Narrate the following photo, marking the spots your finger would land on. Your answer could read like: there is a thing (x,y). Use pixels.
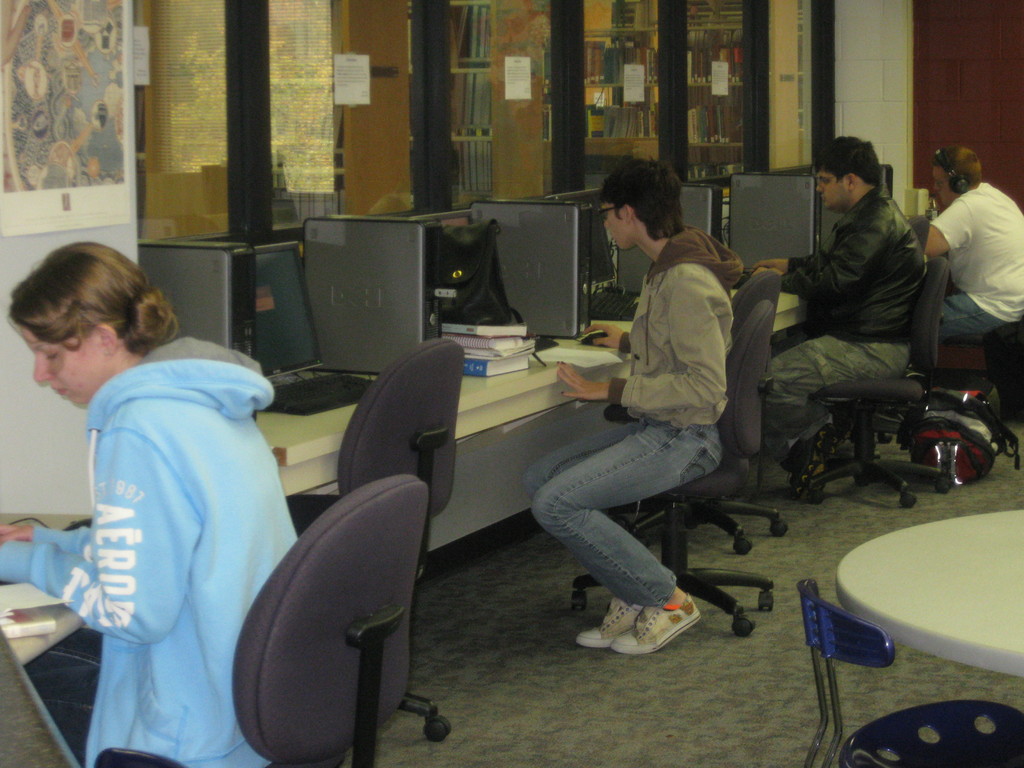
In this picture we can see persons (115,542) sitting on chairs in front of a table (303,452) and working and on the table (478,390) we can see bags (487,314), diaries (475,330), computer (329,333), keyboard (344,381), mouse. This is a floor (701,656). We can see a calendar (85,121) on a wall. Here we can see books (697,62) arranged in a sequence manner.
